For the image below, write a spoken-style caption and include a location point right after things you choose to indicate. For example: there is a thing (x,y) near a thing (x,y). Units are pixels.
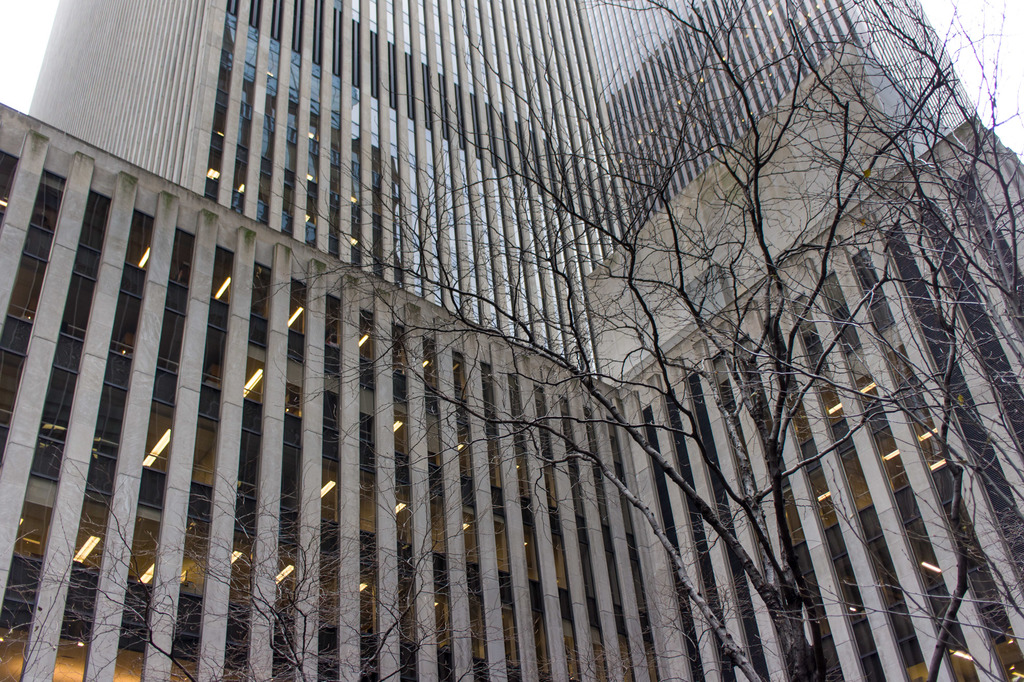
As we can see in the image there are buildings (614,359) and dry trees (770,357). At the top (37,68) there is sky (38,24).
